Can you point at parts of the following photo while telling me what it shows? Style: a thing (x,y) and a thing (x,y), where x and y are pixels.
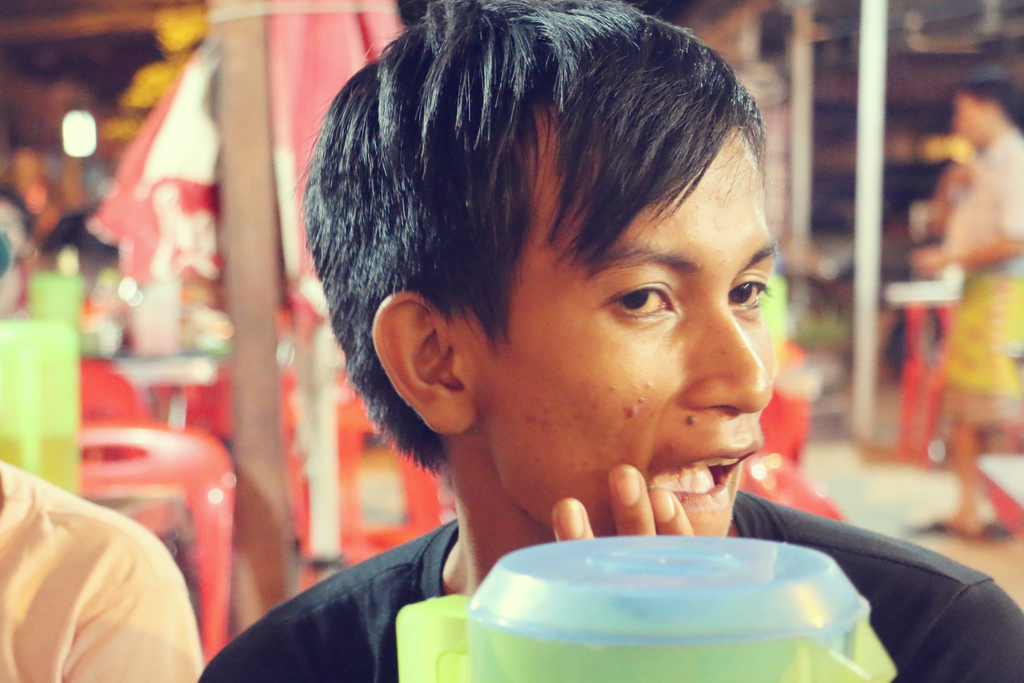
In this picture I can see a man (562,423) is wearing black color dress (367,614). In the background (427,522) I can see people (952,245), poles (242,374), red color objects (290,450). In the front of the image (663,612) I can see a plastic object (668,642) and on the left side (68,589) I can see a person (69,607).
